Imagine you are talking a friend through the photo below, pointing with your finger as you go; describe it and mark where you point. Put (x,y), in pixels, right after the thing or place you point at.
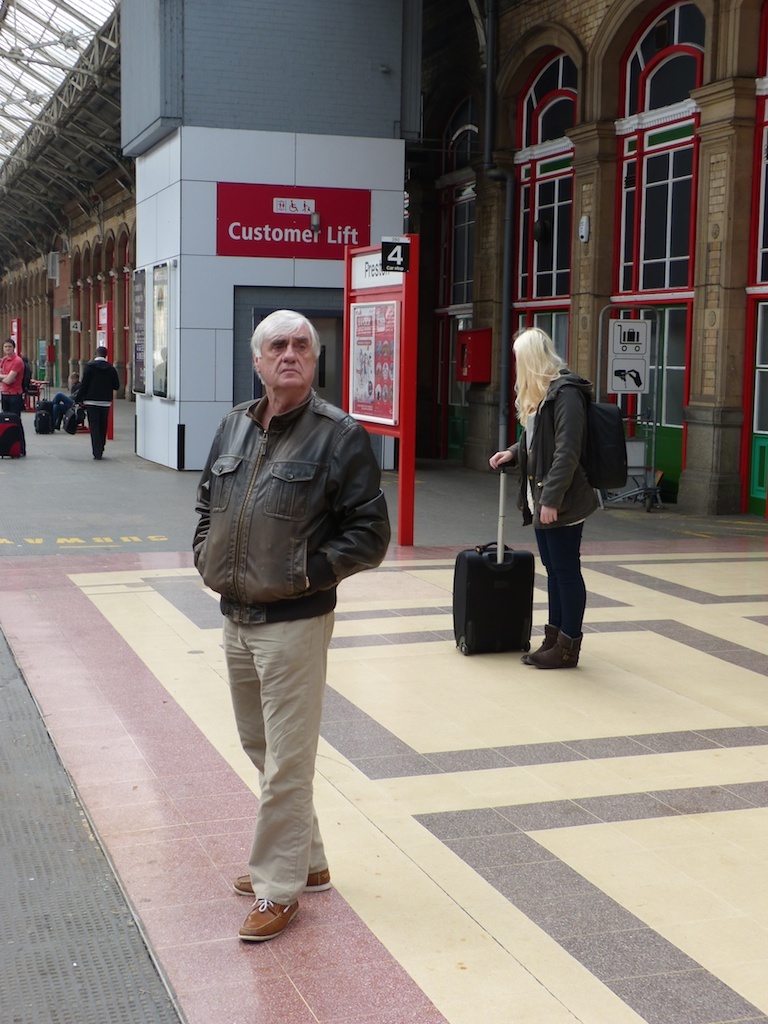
At the right side of the picture (643,251) we can see buildings (676,214). this is a lift (222,263). We can see one woman (517,447) standing wearing a backpack (607,480) and holding a luggage bag (516,589) in her hand (496,465). We can see persons (102,385) standing and walking here.
